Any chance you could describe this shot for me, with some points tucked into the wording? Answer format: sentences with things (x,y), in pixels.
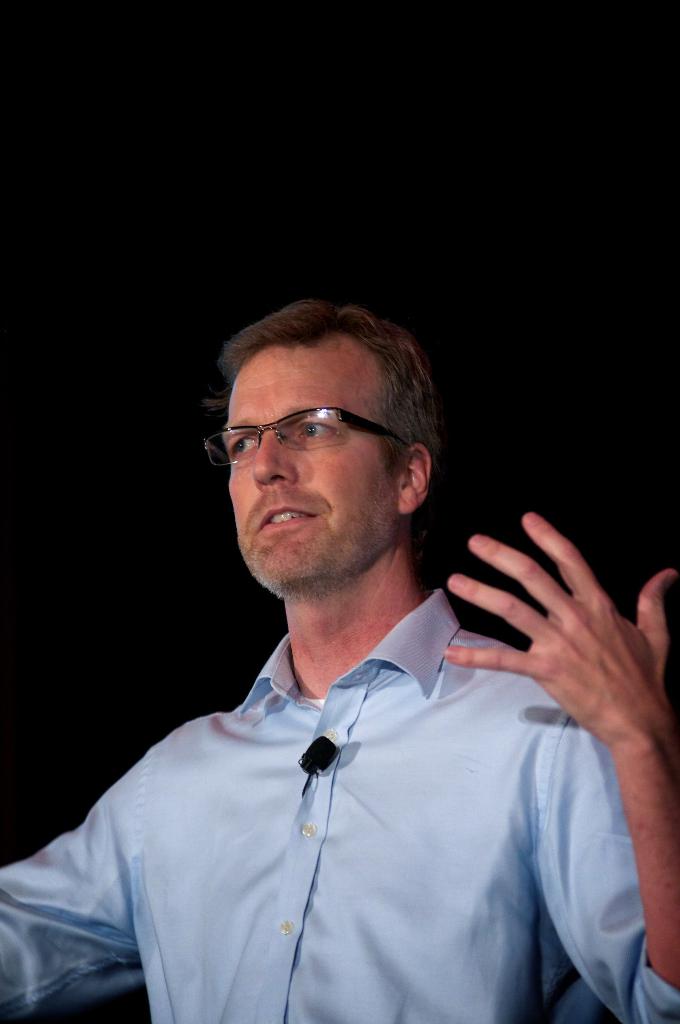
In the center of the image (340,431) there is a man (312,566) standing and wearing glasses (315,427).
